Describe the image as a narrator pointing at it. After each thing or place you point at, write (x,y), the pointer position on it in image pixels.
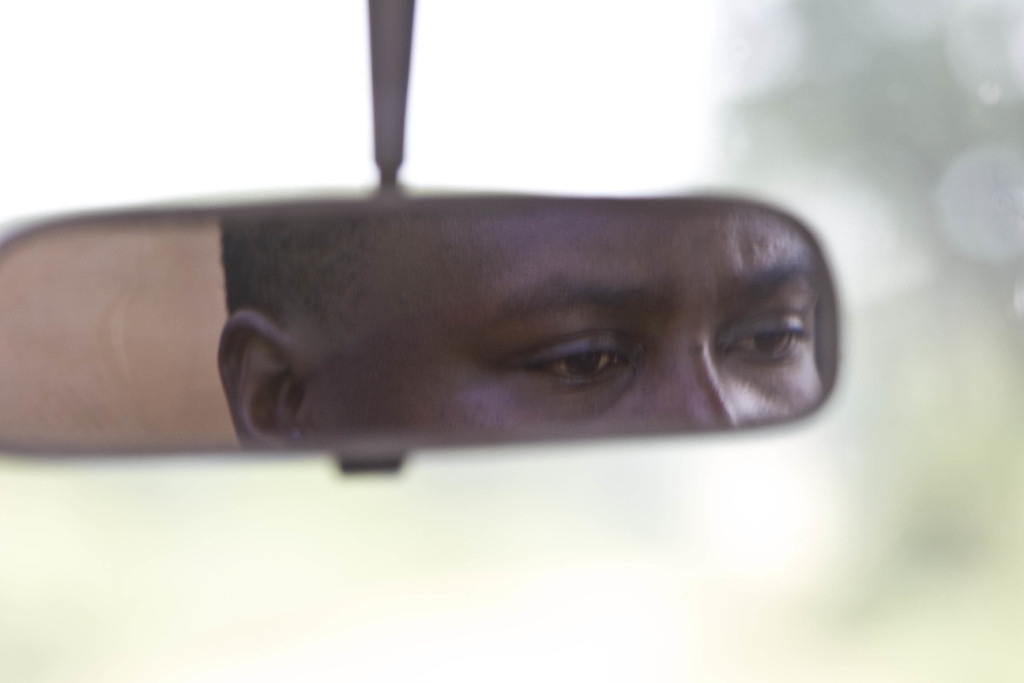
In this image there is a reflection (582,289) of a person (536,325) on the mirror (523,330), and there is blur background (955,155).
